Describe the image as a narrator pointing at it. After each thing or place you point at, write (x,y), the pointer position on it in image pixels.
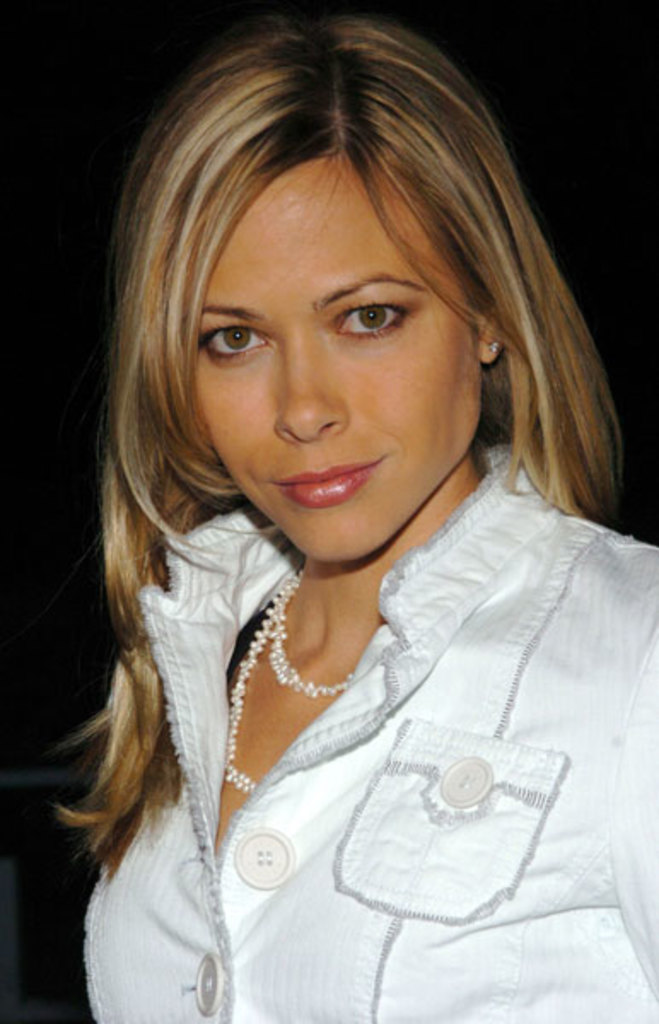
In the picture I can see a woman (327,621) is wearing white color clothes (424,826) and necklace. The background of the image (639,223) is dark.
